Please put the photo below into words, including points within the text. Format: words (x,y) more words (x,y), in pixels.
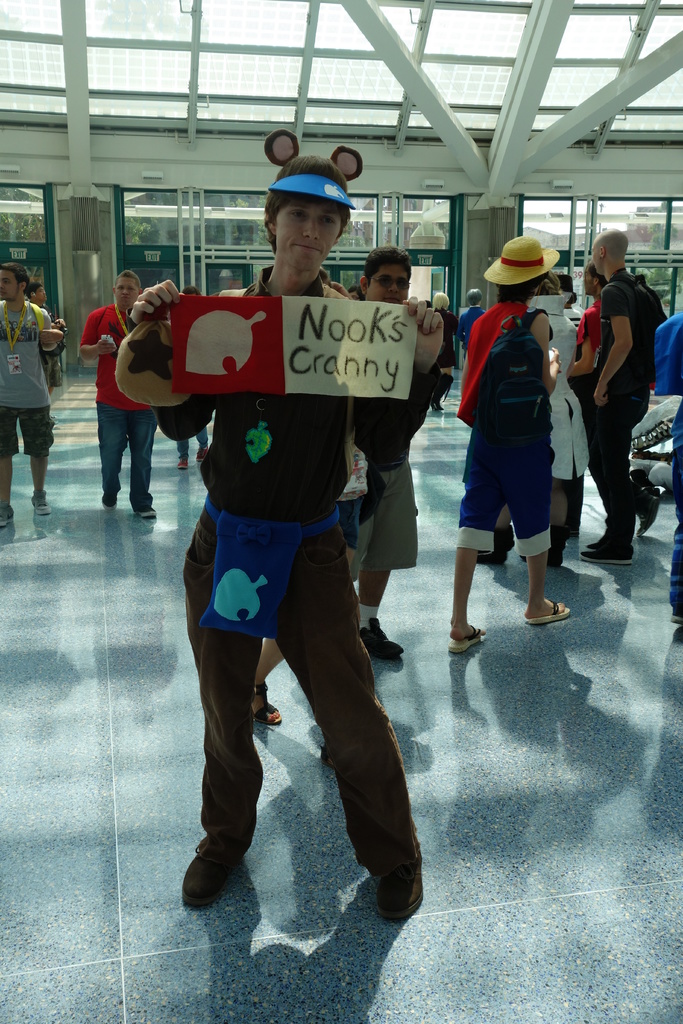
In this image we can see a man (275,508) is standing on the ground (371,986), at the back (383,514) there are group of persons (682,327) walking, there is a window glass (525,203), at above there is the roof (197,11).
